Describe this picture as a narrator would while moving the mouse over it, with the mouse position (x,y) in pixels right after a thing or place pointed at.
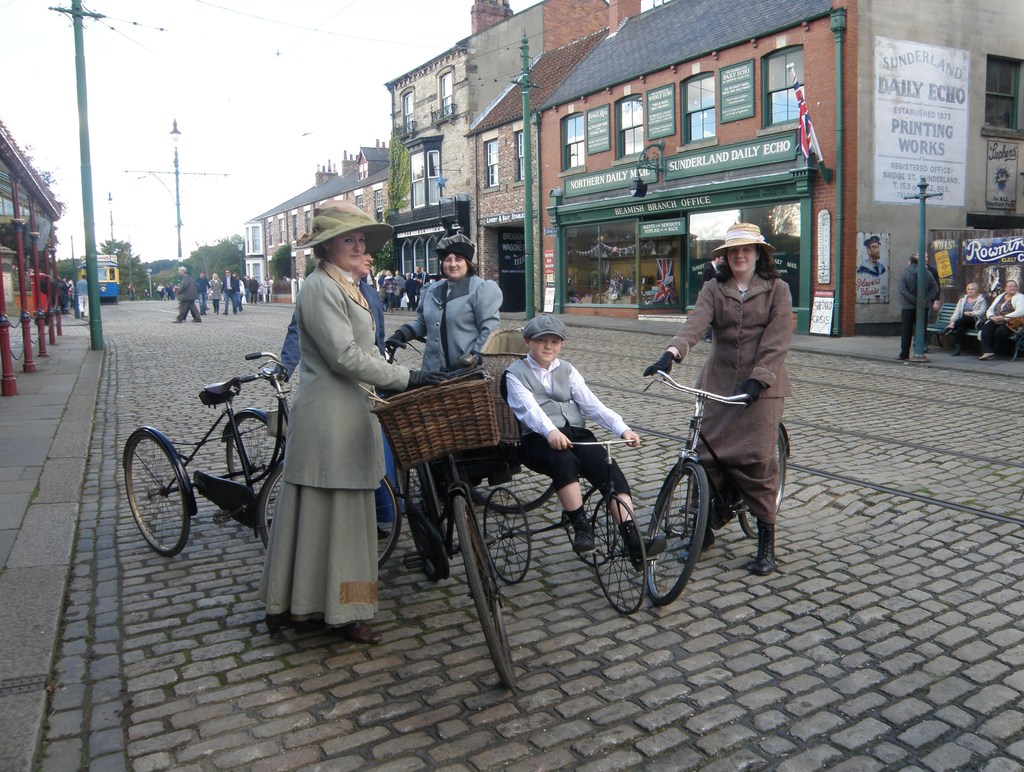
An outdoor picture. Group of people (774,318) are holding bicycle (682,467) and sitting on bicycle (674,480). This 2 women (316,524) wore jackets (357,369) and hats (326,232). This boy (549,328) wore cap (544,331) and jacket (554,400). Far there are number of buildings (360,200) with windows (411,112) and doors (703,275). On this wall (961,177) there is a posters (884,251). Poles (922,210) are far away from each other. Sky (176,103) is in white color. People (1006,321) are sitting on a bench (937,324). This man (194,313) is walking on a road (207,312). Far there are number of trees (225,258). Vehicles (115,296) on road (128,309). In-front of this bicycle (499,629) there is a basket (455,433).
